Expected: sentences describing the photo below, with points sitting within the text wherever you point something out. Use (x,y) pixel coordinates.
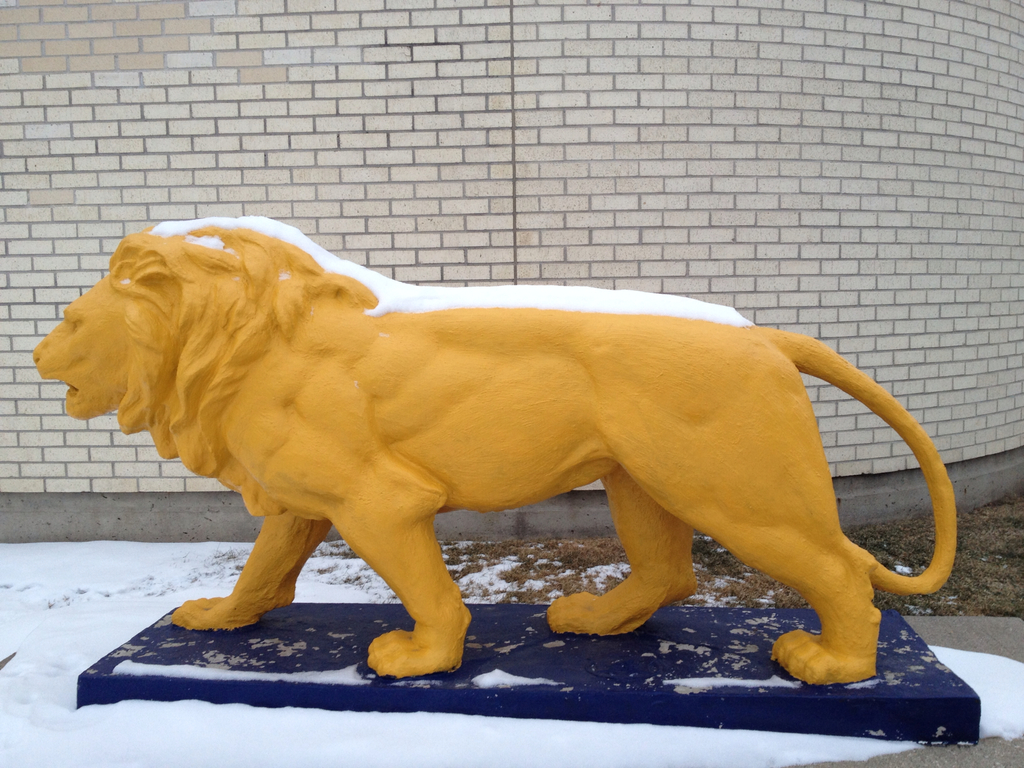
In this picture we can see yellow color lion statue (396,346). On the bottom (384,735) we can see snow (92,752). In the back (668,182) there is a brick wall (762,241). On the right (1005,580) we can see grass (984,515).
